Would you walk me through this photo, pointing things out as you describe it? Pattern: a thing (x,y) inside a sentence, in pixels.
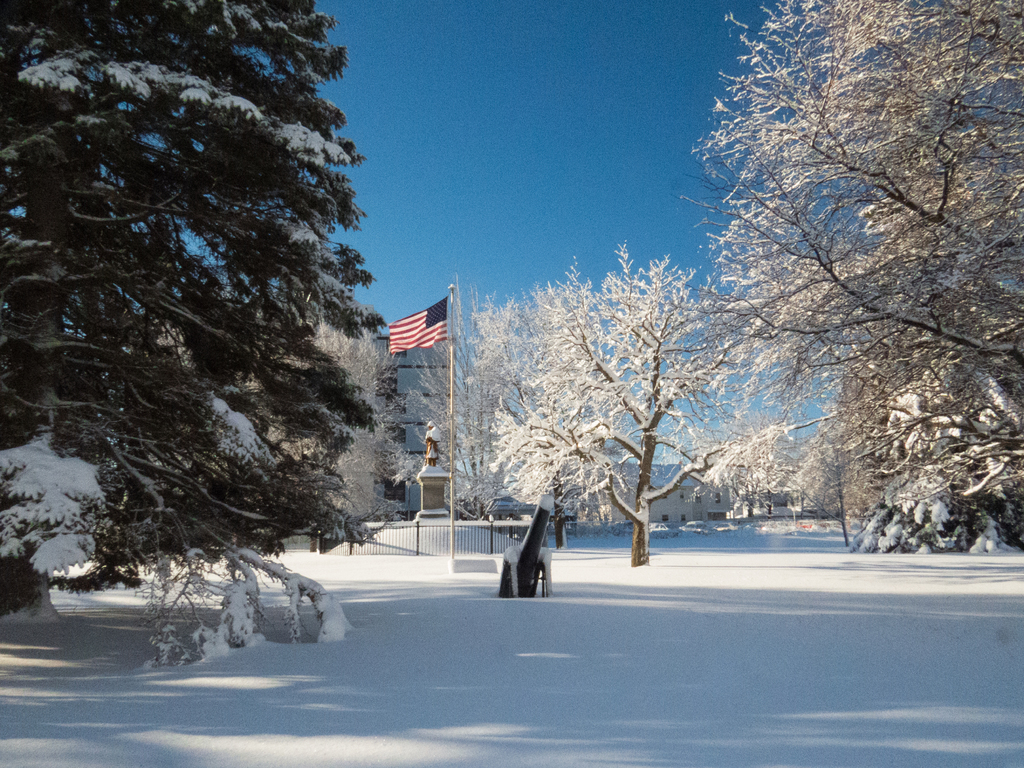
This picture is taken from outside of the city. In this image, on the right side (987,265), we can see some trees (987,265) and plants (994,514) which are covered with snow (1000,391). In the middle of the image (422,314), we can see a flag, pole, cannon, trees (625,336) which are filled with snow (596,361). On the left side (314,234), we can also see some trees (365,419) and plants (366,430) which are covered with snow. In the background (408,436), we can see buildings (405,419). At the top (535,168), we can see a sky (489,100) which is a blue color, at the bottom (708,618), we can see a snow (477,684).
